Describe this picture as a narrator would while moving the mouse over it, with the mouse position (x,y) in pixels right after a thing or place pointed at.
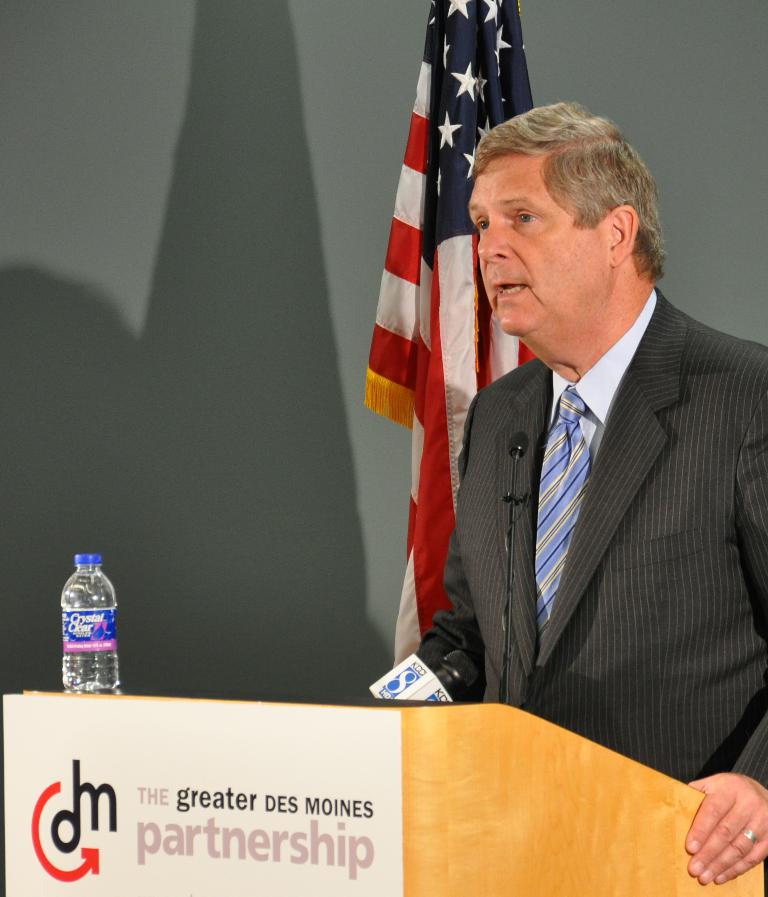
In this picture a guy (527,554) is talking in front of a wooden table (566,800), in the background (468,336) we observe a united states of america flag (432,309). There is also written 'the greater des moines partnership ' on the table (362,858).
